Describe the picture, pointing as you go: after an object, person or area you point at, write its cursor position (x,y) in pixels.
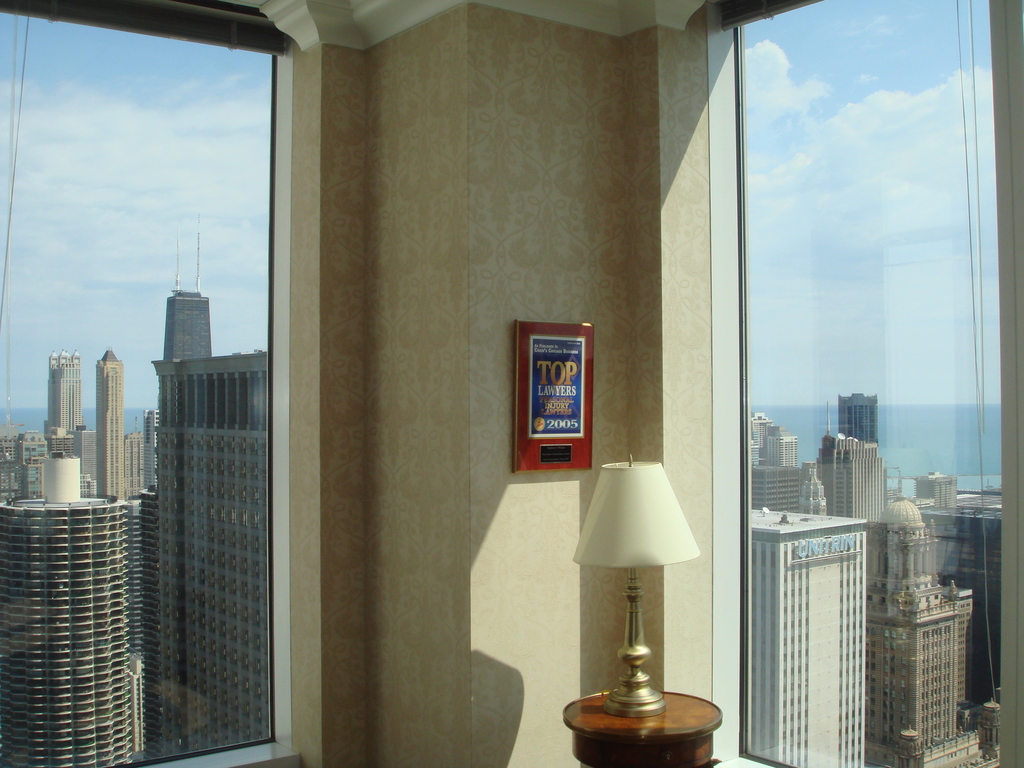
In this image, we can see some buildings (215,392). There is a board (574,372) on the wall (472,389). There is a lamp (633,629) on the stool (609,729) which is at the bottom of the image (635,740). In the background of the image (796,298), there is a sky (254,164).
